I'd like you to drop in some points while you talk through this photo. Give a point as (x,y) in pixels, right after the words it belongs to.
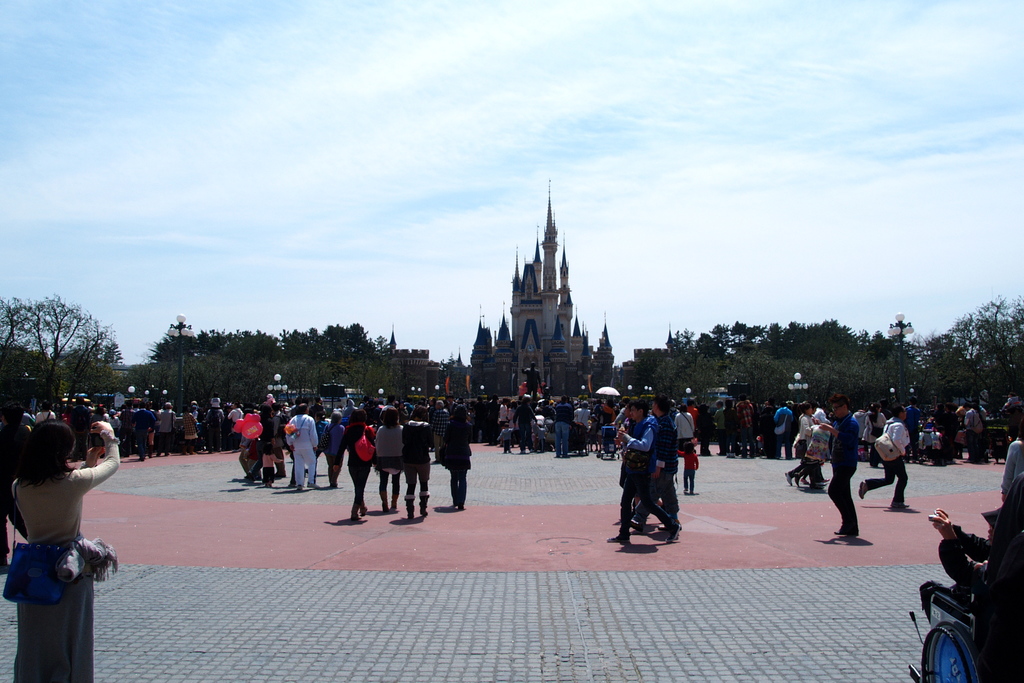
In this image, there are a few buildings (497,382) and people (636,493). We can see some poles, lights (798,387) and trees (1012,333). We can see a statue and an umbrella (611,393). We can see the ground (573,658). We can see the sky (857,318) with clouds (706,191).
